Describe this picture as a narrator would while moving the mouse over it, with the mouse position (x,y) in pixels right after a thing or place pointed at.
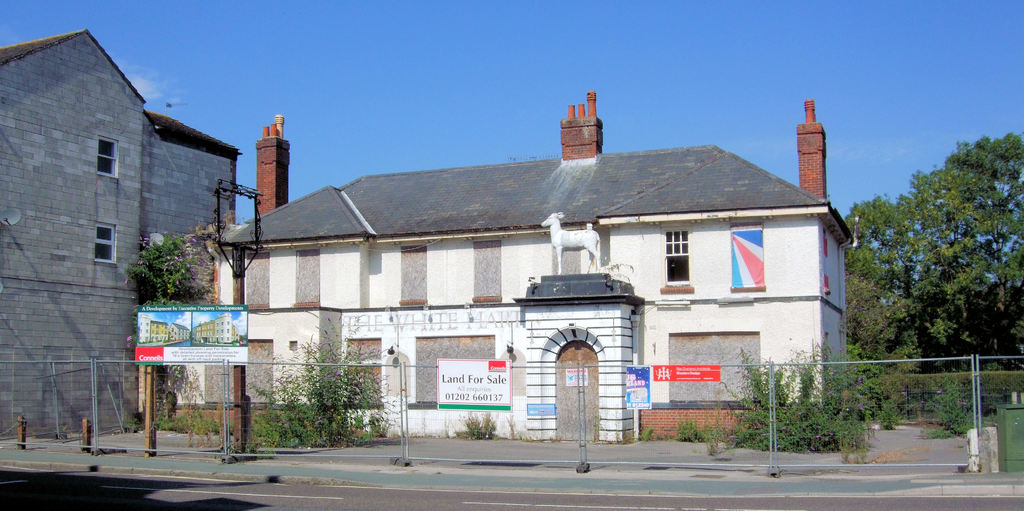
In this picture I can see fence (226,414), plants (331,408), there is a statue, there are houses (26,219), trees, and in the background (621,87) there is sky (640,56).
